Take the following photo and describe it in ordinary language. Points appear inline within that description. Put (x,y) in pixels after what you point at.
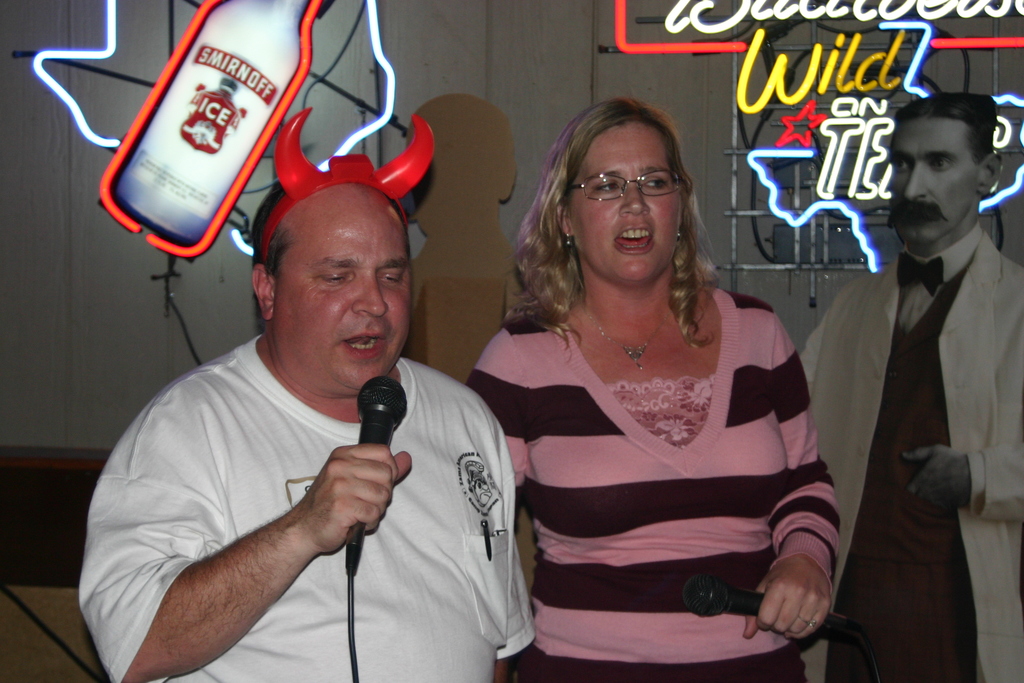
In this image there is a man (433,564) to the left side (318,630) who is holding a mic (363,430) in his hand (362,472) and speaking and to the right side (685,566) there is a woman (753,554) wearing a spectacles (666,178) is talking. And to the right corner (832,389) there is a statue (968,463) of a man (962,343). At the background (210,102) there is a glass bottle hoarding (189,142) with a led lights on the left side (246,71) and to the right side (742,88) there is a letters (874,110) written with led lights (825,69).
